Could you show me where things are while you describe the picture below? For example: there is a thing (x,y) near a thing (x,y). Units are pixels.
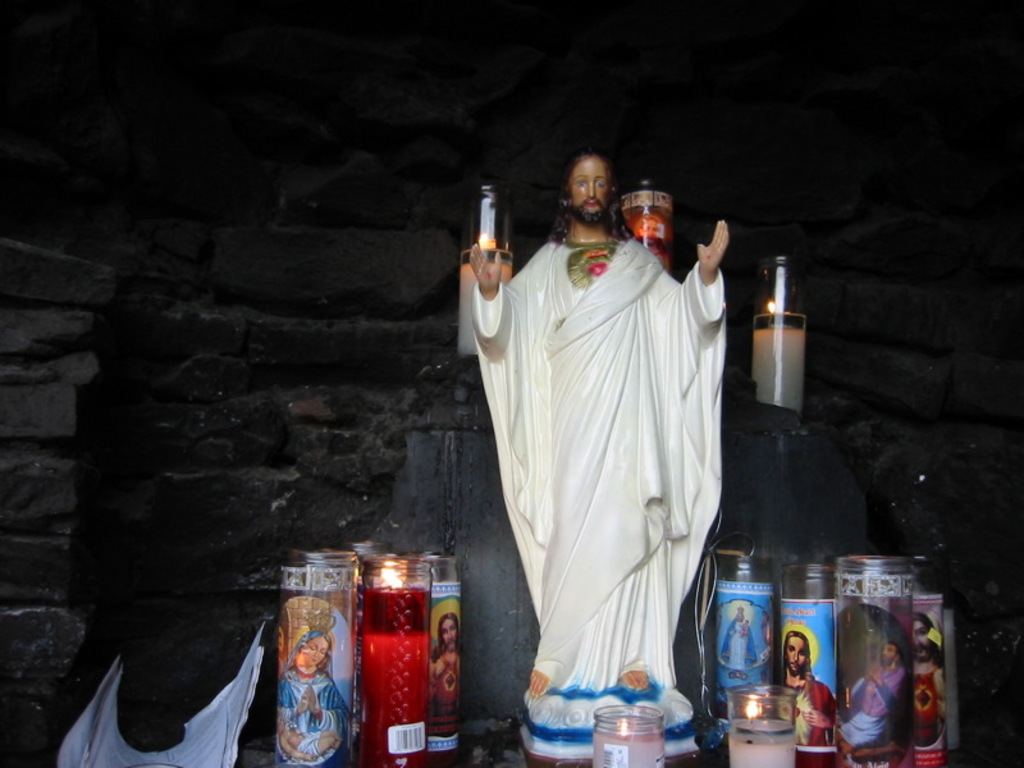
In this picture I can see a statue (591,453) of Jesus (571,482) and candles (402,679). In the background (157,260) I can see a wall (134,323).
